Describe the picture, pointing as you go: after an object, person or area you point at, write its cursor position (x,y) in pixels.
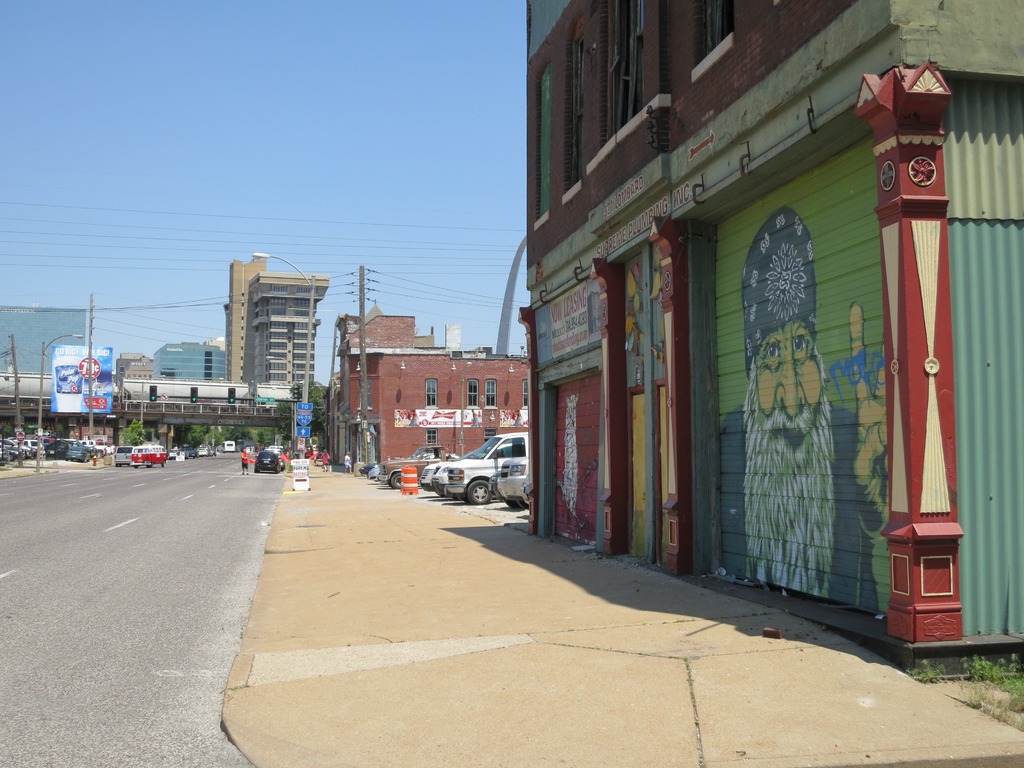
In the center of the image (545,291) we can see buildings (235,350), bridge (196,404), traffic lights (194,389), electric light pole (93,299), boards (302,432), vehicles (426,485), some persons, wires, wall (765,326) are there. At the top of the image (383,66) sky (365,47) is there. At the bottom of the image (139,698) road (113,694) is there.
